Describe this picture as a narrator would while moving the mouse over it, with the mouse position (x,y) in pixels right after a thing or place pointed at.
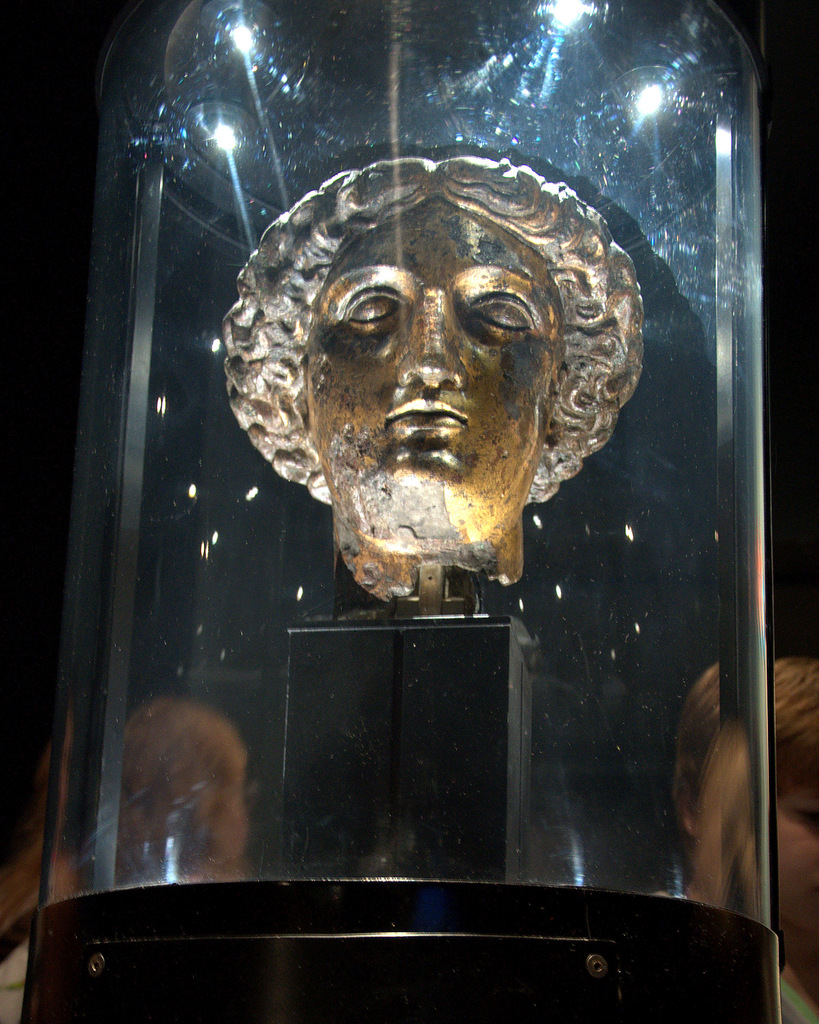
In this image I can see a statue (518,520) inside the glass (535,523), background I can see few lights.
